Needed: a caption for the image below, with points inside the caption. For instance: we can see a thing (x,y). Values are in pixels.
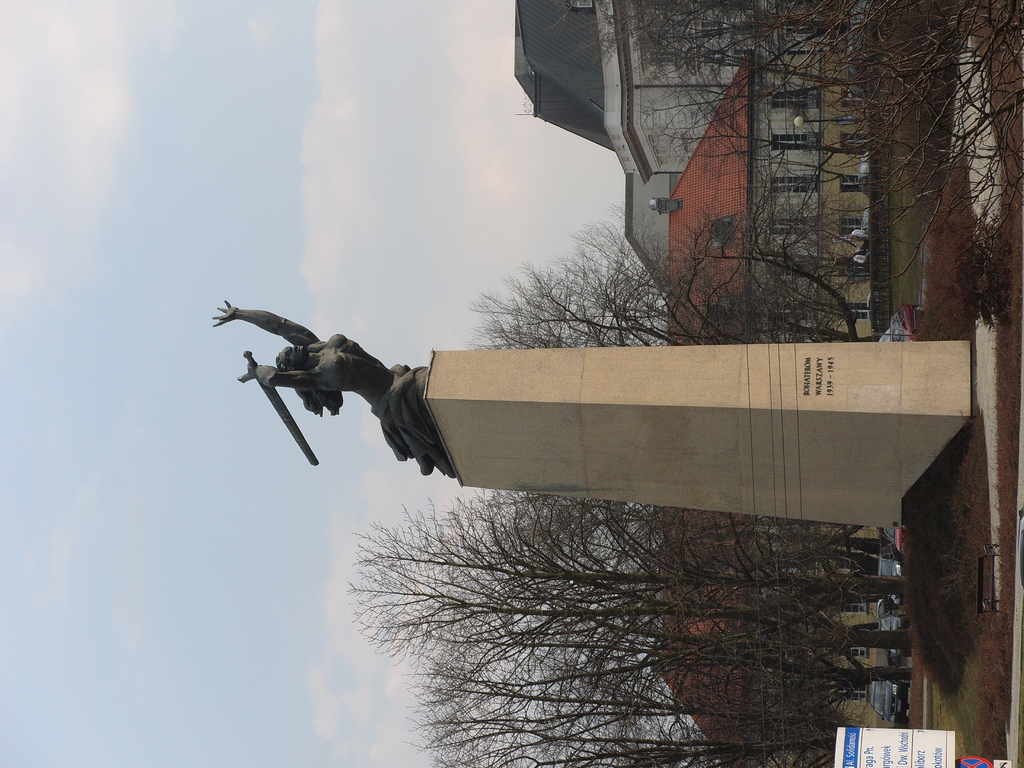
In this image I can see cream colour wall (547,437) and here I can see a black colour sculpture (302,375). I can also see number of trees (718,546), few buildings (709,226), clouds (361,297), the sky (184,311), few boards (893,731) and here I can see something is written. I can also see number of vehicles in background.
